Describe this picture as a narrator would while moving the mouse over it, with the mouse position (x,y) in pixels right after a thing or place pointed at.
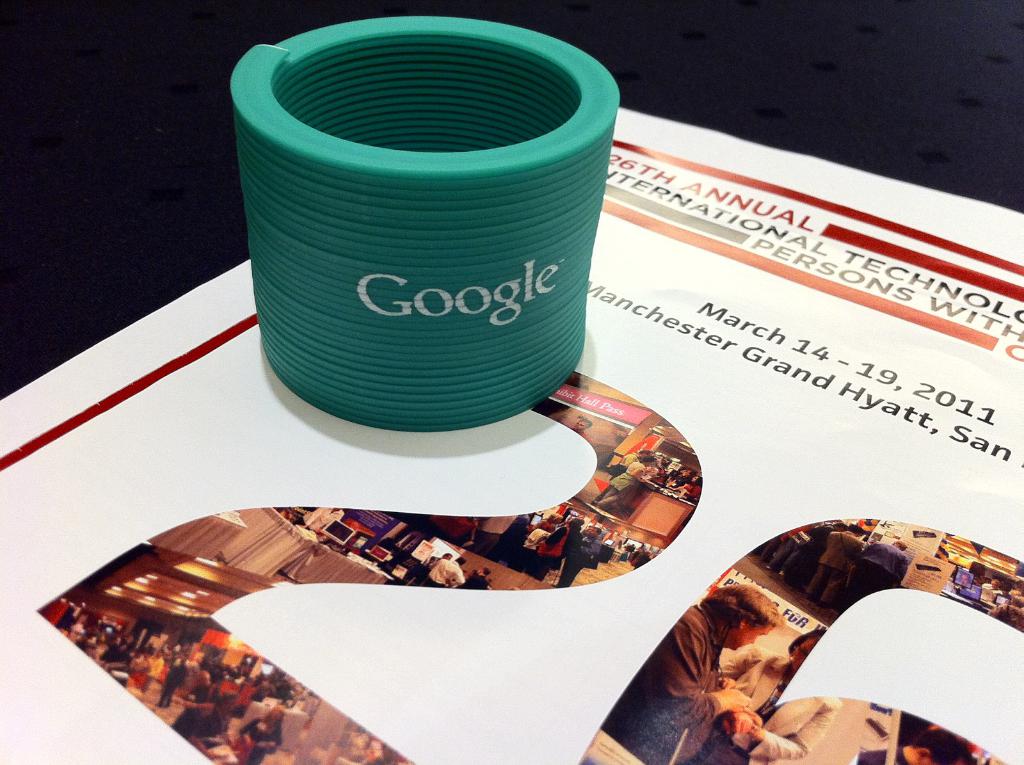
Here we can see a holder (495,344) on the paper (578,562). On this paper (475,599) we can see crowd (340,751), tables (300,545), cloth (323,549), and lights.
